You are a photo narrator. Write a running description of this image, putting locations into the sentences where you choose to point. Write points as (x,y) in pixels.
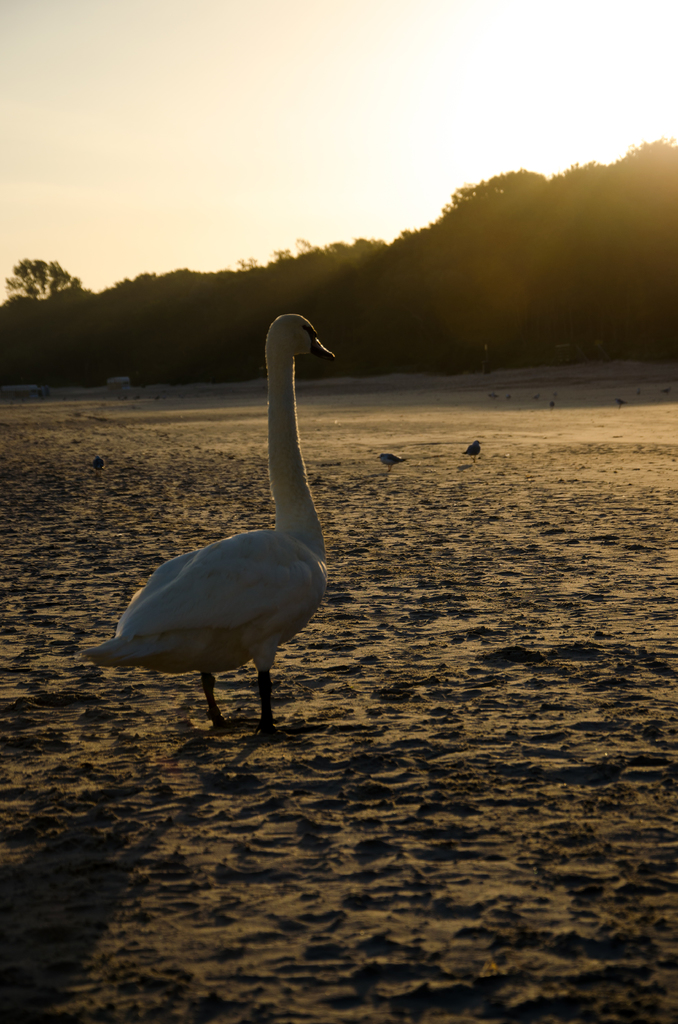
In this image, I can see a swan (279,628) and the birds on the sand (465,469). In the background (228,317), there are trees (463,243) and the sky (267,107).
